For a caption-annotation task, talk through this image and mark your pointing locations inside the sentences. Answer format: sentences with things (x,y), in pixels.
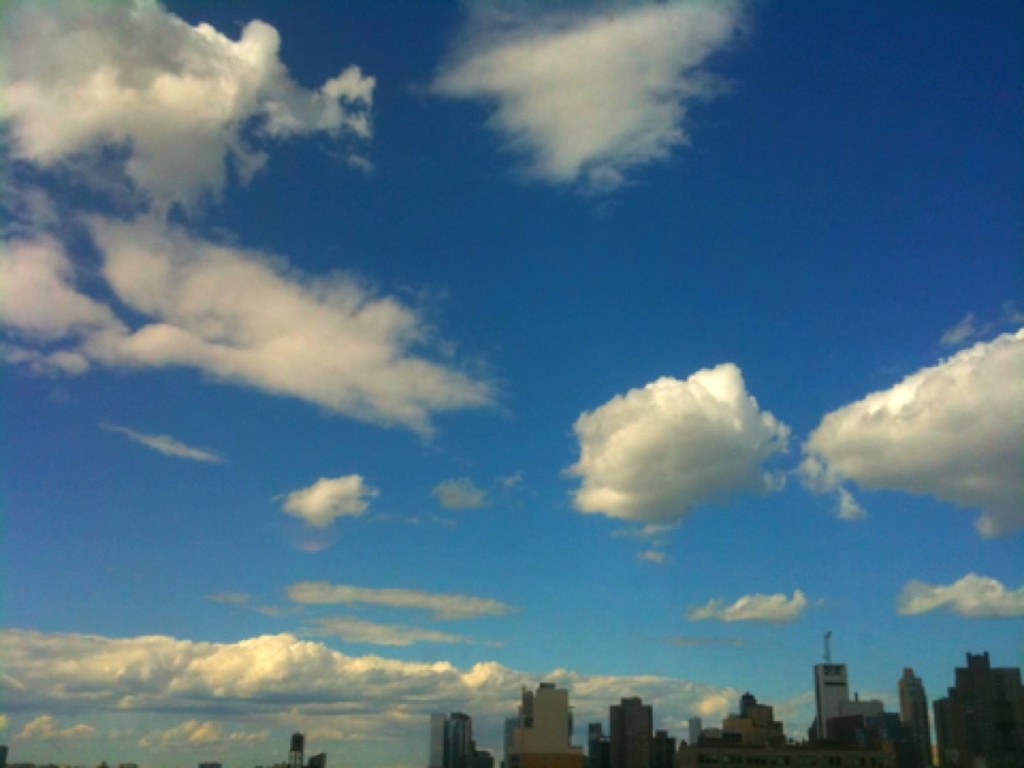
At the bottom of the image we can see some buildings (535,693). At the top of the image (59,26) we can see some clouds (116,2) in the sky (188,541).
